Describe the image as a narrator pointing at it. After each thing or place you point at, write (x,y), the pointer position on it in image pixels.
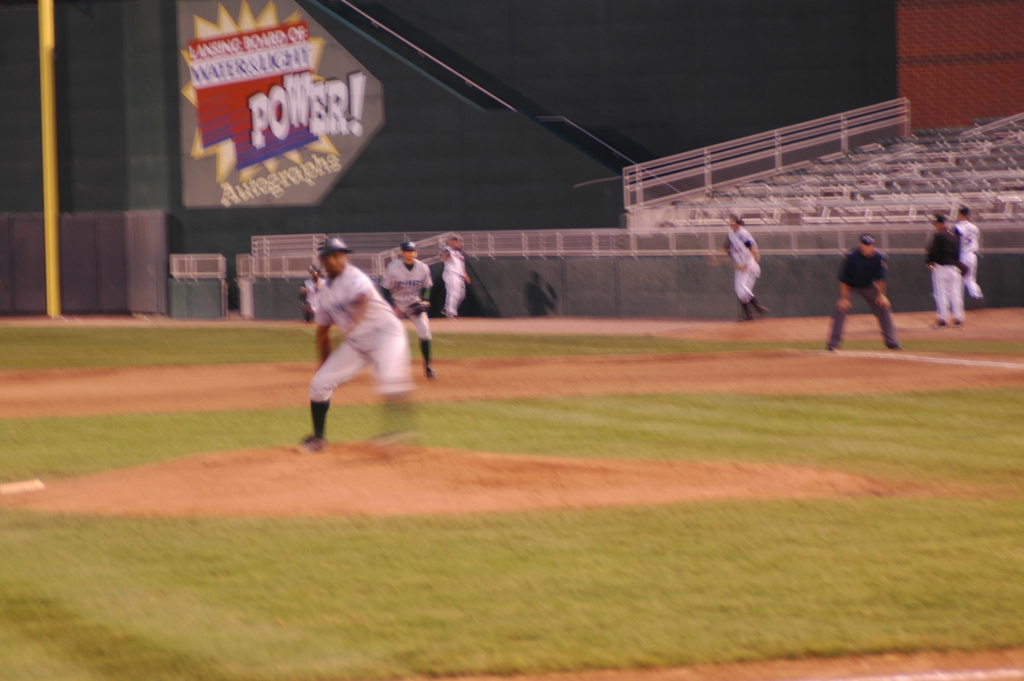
In this image I can see few people (394,289) are standing on the ground (591,448). These people (878,294) are wearing the white and black color dresses (404,266). And few people (346,265) with caps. In the back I can see the railing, chairs (822,210). To the left (206,104) there is a banner (294,133) and the wall (579,38).
